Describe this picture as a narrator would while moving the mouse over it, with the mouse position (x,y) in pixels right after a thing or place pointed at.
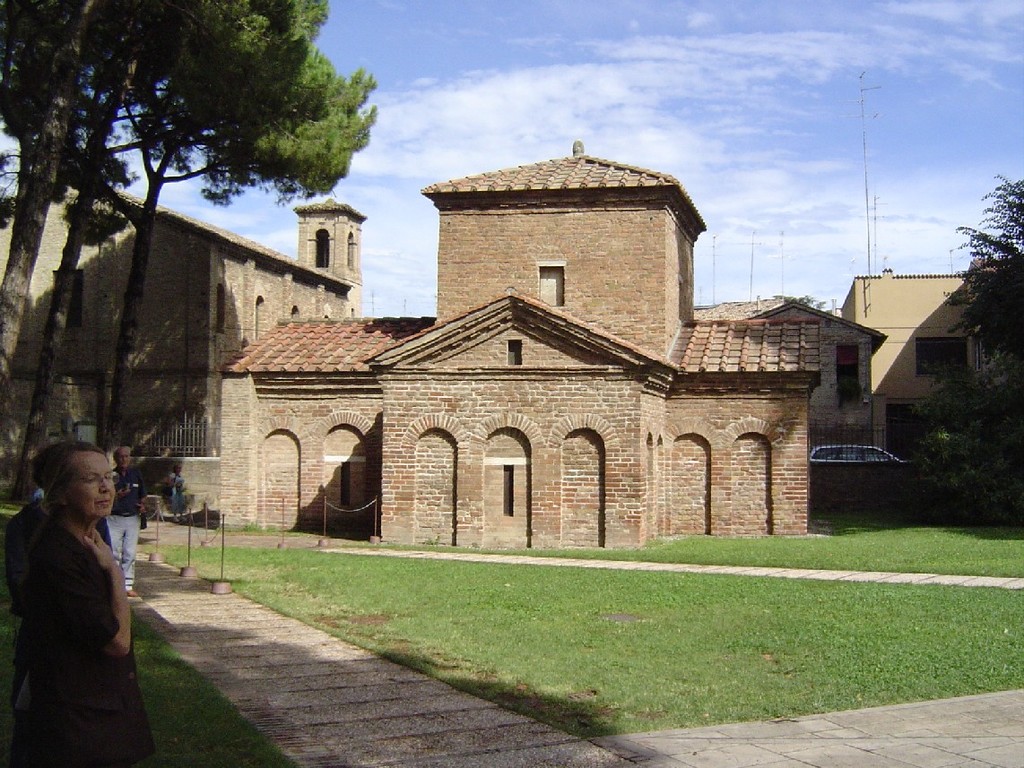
In this image there are a few people (83,558) walking on the grass (404,577) and pavement (236,626), beside the grass (245,551) there are buildings (491,408), cars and trees (34,250).
